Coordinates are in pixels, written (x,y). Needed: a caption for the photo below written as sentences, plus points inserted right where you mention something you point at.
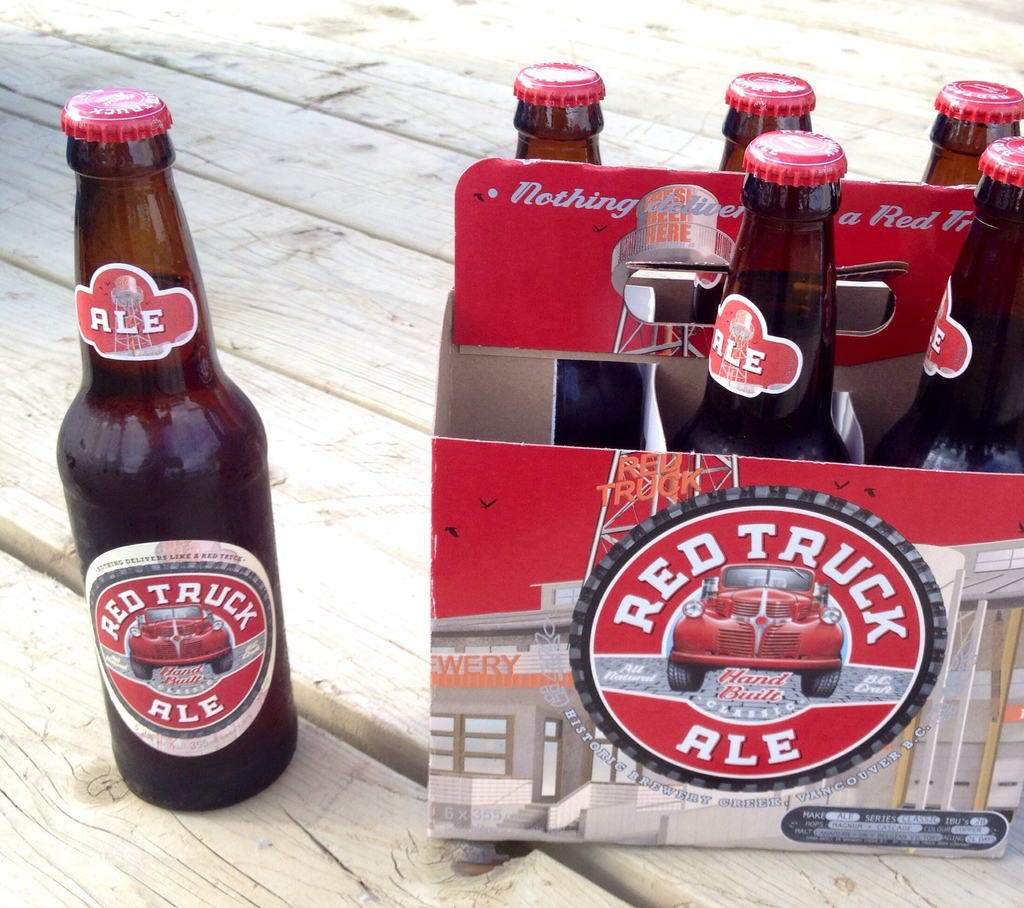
In the given image we can see a bottle (144,438) and a box (562,654).
